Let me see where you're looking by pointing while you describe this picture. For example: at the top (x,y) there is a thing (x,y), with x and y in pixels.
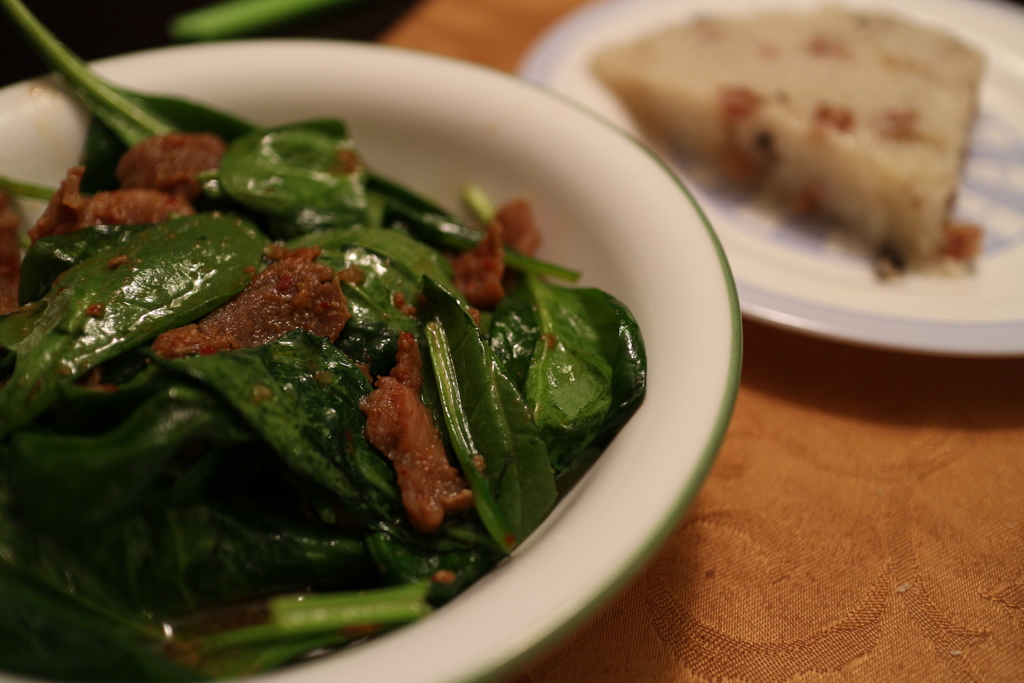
In this picture we can see food (908,251) on a plate (1006,333). We can see spinach leaves (248,128) and food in a bowl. In the bottom right corner of the picture (881,582) we can see a cloth (870,616).
